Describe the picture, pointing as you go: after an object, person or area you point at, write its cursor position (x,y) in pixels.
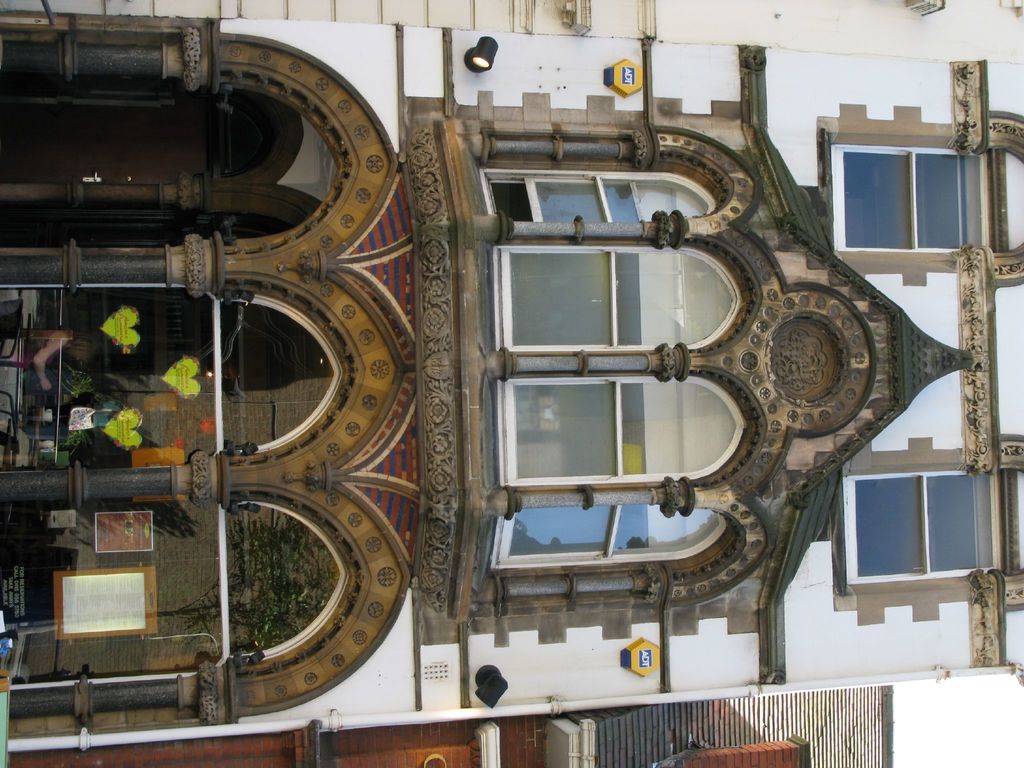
This is a tilted image, in this image there is a building (938,628) for that building (387,171) there are glass windows (630,546).
